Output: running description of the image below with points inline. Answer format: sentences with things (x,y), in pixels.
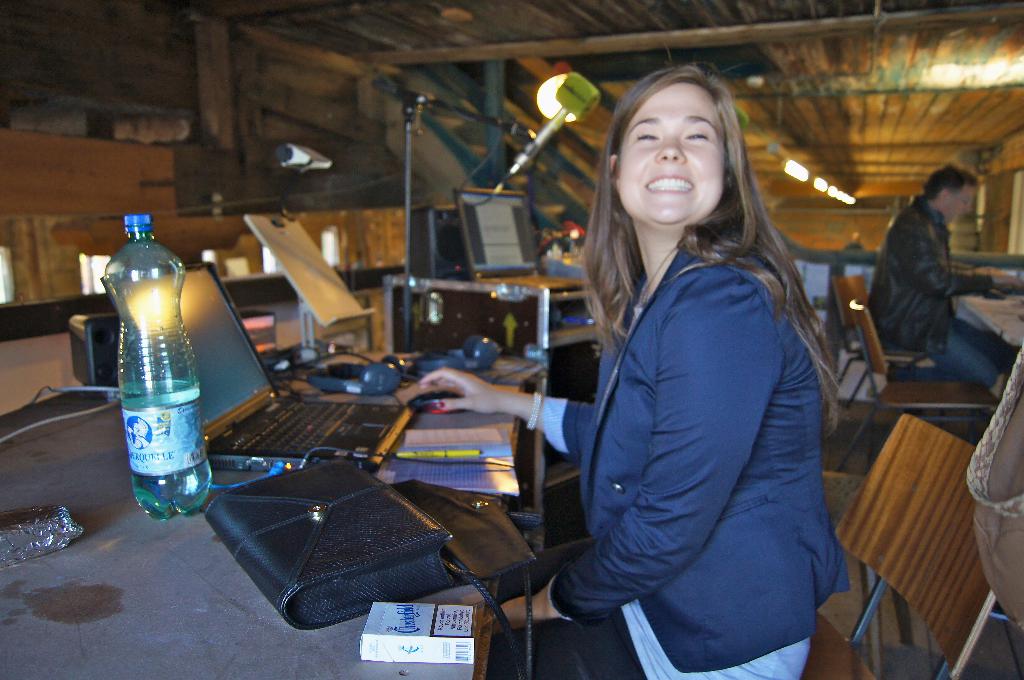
In this image in the center (653,307) there is one woman (674,492) who is sitting and smiling in front of her there is one table (86,450). On the table (182,608) there is one hand bag (304,512) bottle (194,416) laptop (312,415), papers (442,464), pen (420,452), and two headsets (390,368) are there and on the background (250,58) there is a wooden wall (322,81) beside her there is another table (517,293) and on that table (512,305) there is one computer (484,230) and one light (549,97) is there and on the right side (913,288) there is one man (929,292) who is sitting on a chair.
